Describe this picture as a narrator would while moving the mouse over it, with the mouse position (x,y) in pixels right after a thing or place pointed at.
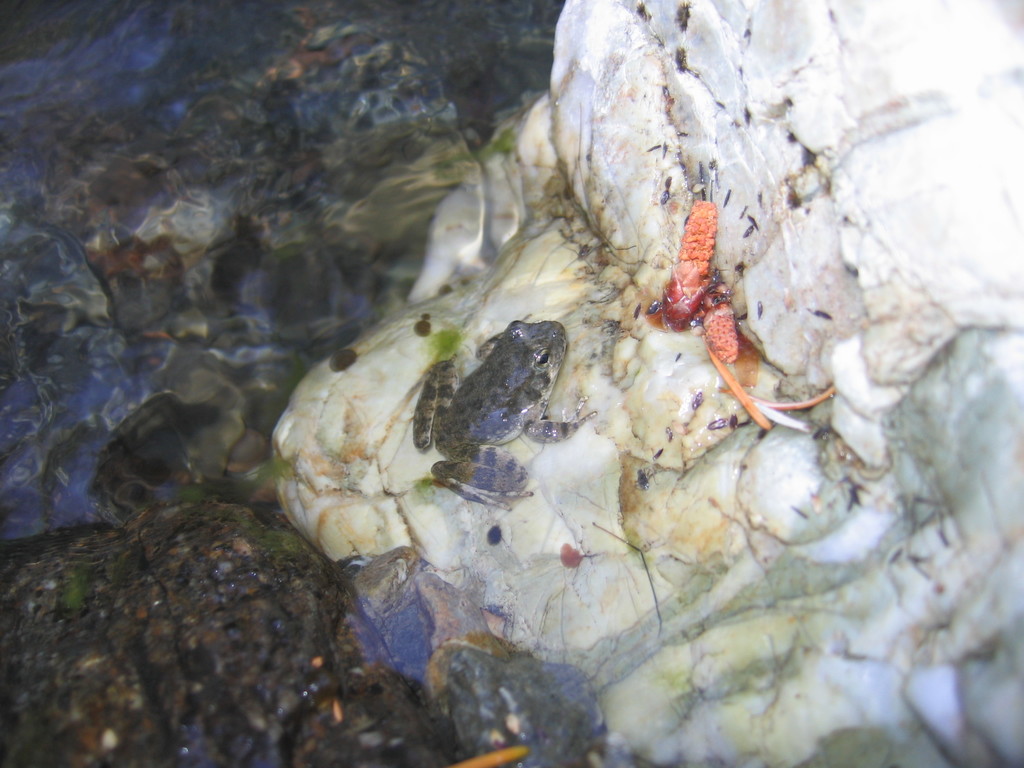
In this image I can see the frog (449,440) which is in white and grey color. It is on the rock (728,418). To the left (161,597) I can see the black color rock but it is blurry.
